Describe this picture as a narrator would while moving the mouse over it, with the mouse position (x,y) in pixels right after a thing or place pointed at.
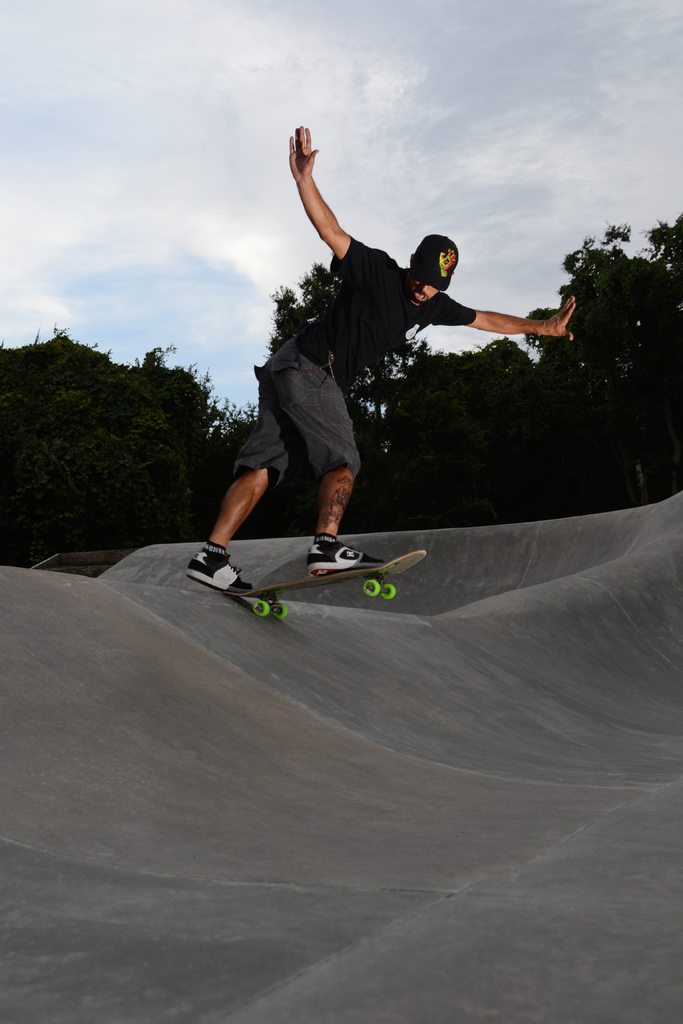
In this image there is a person (564,318) standing on the skateboard (249,595). He is skating on a slope area (314,814). He is wearing a cap (421,247). Background (31,467) there are trees (125,477). Top of the image (201,130) there is sky (118,121).
